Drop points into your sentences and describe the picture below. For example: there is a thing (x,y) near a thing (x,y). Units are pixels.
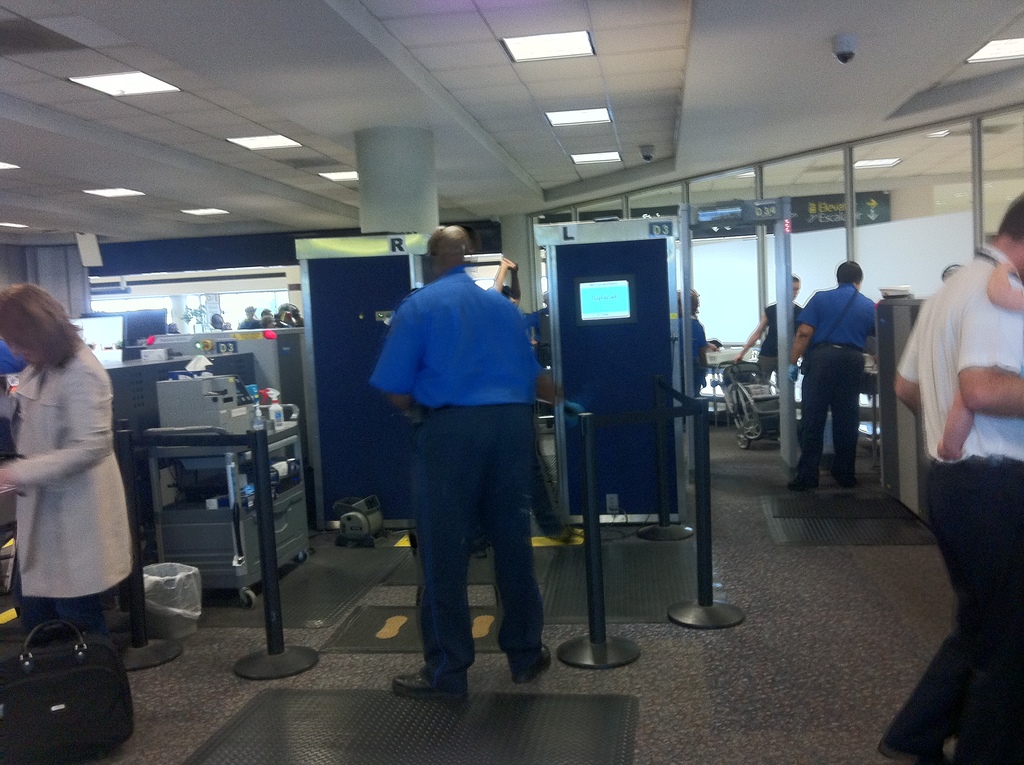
In this image we can see a few people (472,423) standing, there are some machines (348,379), security check machines (237,381) and some other objects (258,421), at the top of the roof (320,137) we can see some lights (341,178).
